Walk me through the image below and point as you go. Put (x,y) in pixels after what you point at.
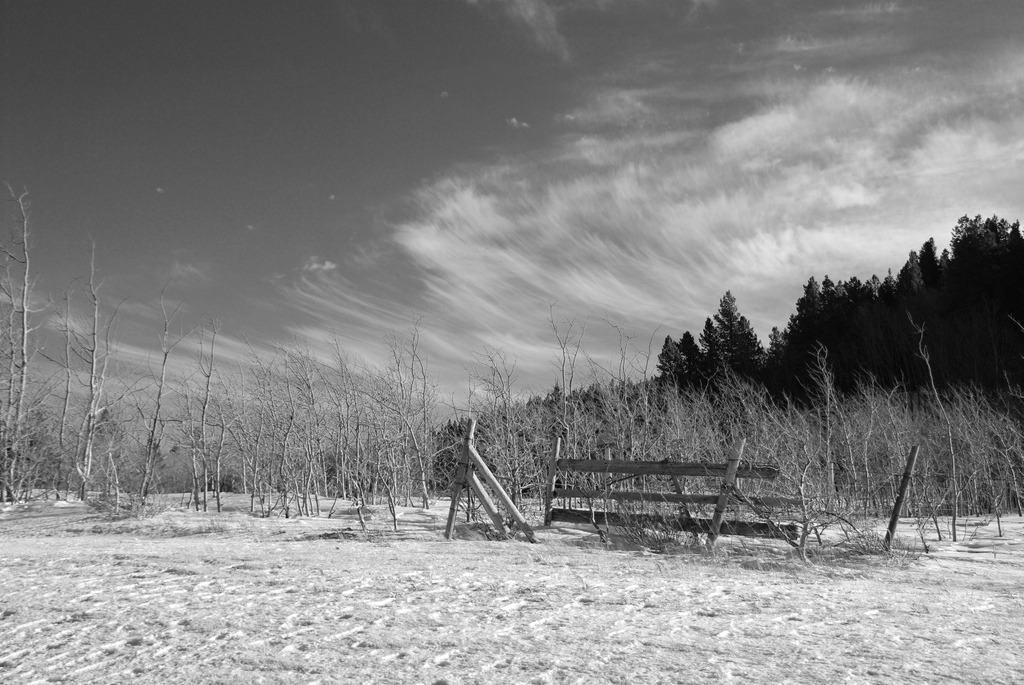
In this picture in the center (573,435) there are dry plants (507,457). In the background (705,359) there are trees (968,344) and the sky (665,187) is cloudy.
